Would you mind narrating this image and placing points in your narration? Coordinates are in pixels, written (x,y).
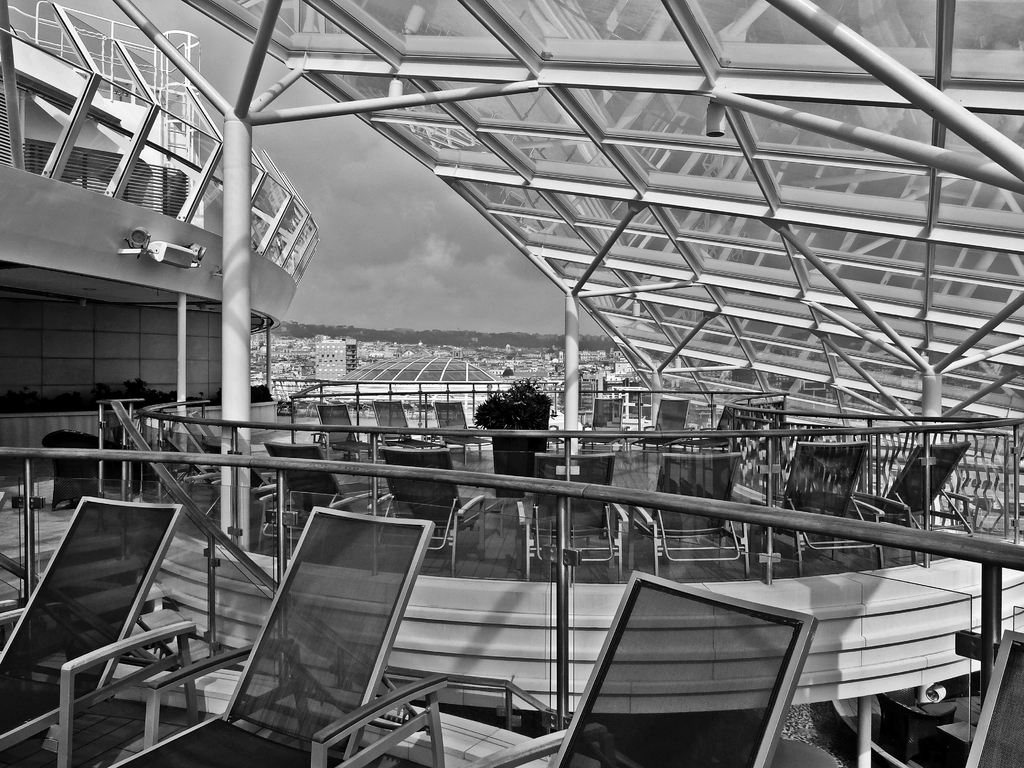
In this image I can see the chairs (330,663), railing (423,478) and the plant (507,419). In the background (432,352) I can see many buildings (360,347), trees (440,337), clouds (430,193) and the sky (399,213).
